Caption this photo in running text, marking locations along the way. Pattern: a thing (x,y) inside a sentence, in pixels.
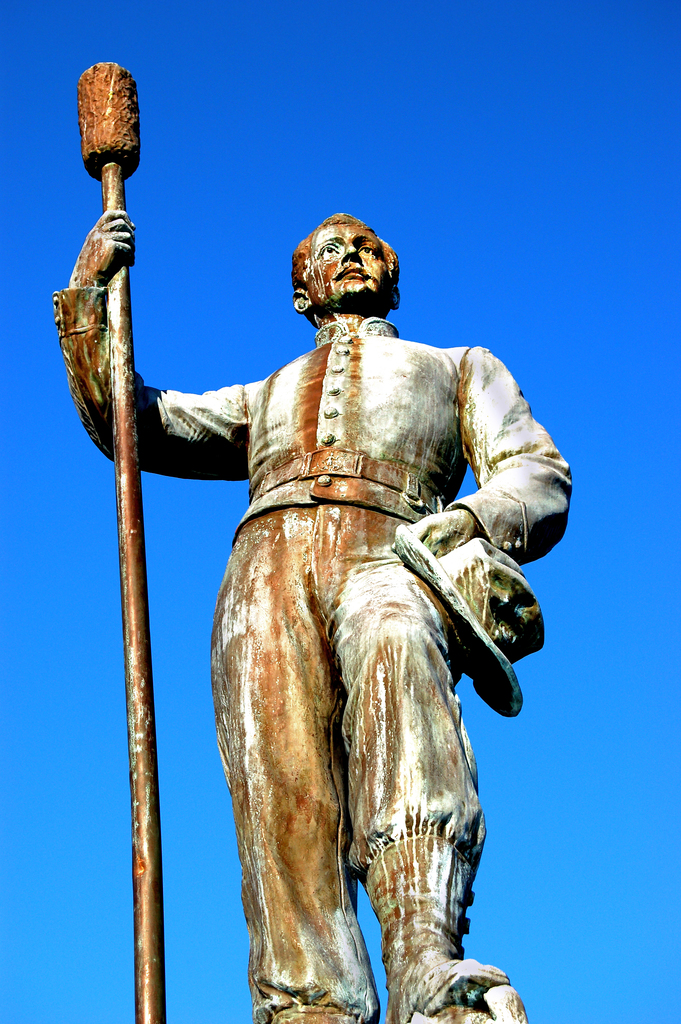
In this image, we can see a statue (304,672) of a person (288,798). In the background (16,629), there is the sky (219,172).
